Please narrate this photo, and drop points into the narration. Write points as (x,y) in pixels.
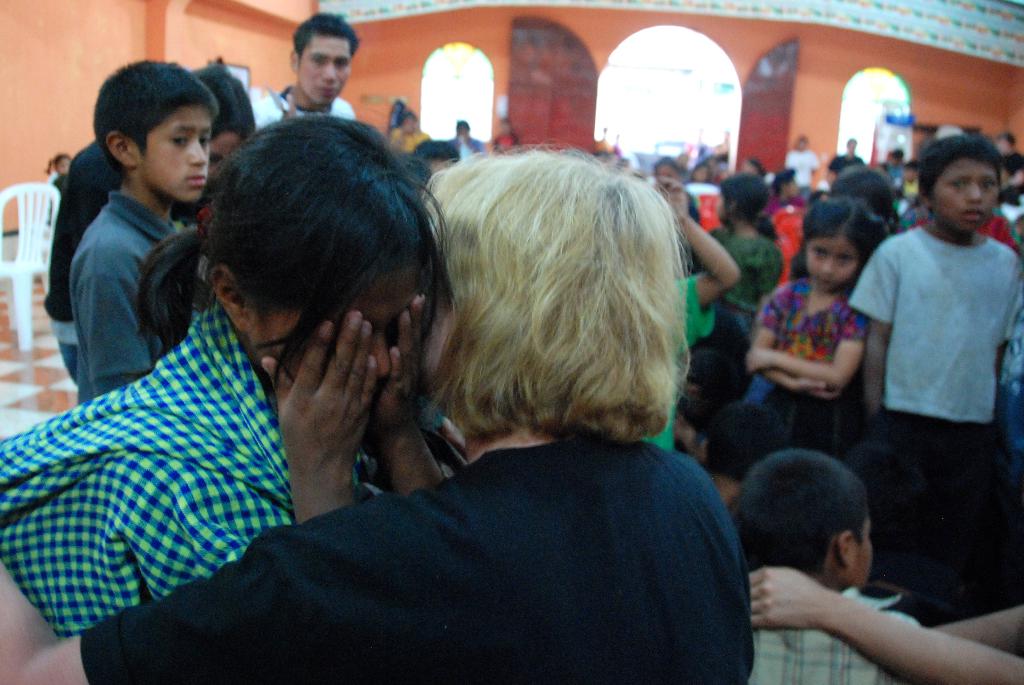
In this image there is a woman (450,548) who is hugging the girl (223,391) who is crying. In the background (913,176) there are so many kids (824,208) and people (302,70) who are standing on the floor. On the left side (28,242) there is a chair (17,263). In the background (564,88) there is the door (524,78).
